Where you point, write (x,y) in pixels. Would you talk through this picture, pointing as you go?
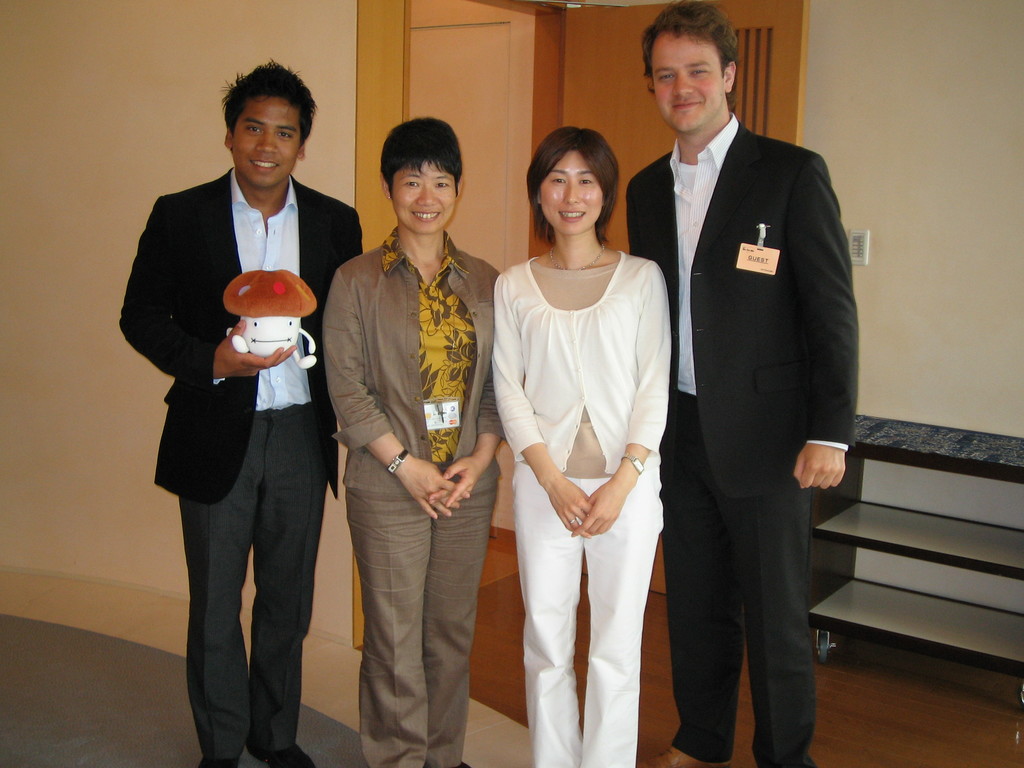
This picture looks like a inner view of a room (66,199) and I can see few people (495,320) standing and a man (215,344) holding a toy (291,308) his hand (259,360) and I can see couple of them (479,389) wear ID cards (460,409) and I can see a door (803,14) in the back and I can see shelves (891,606).
